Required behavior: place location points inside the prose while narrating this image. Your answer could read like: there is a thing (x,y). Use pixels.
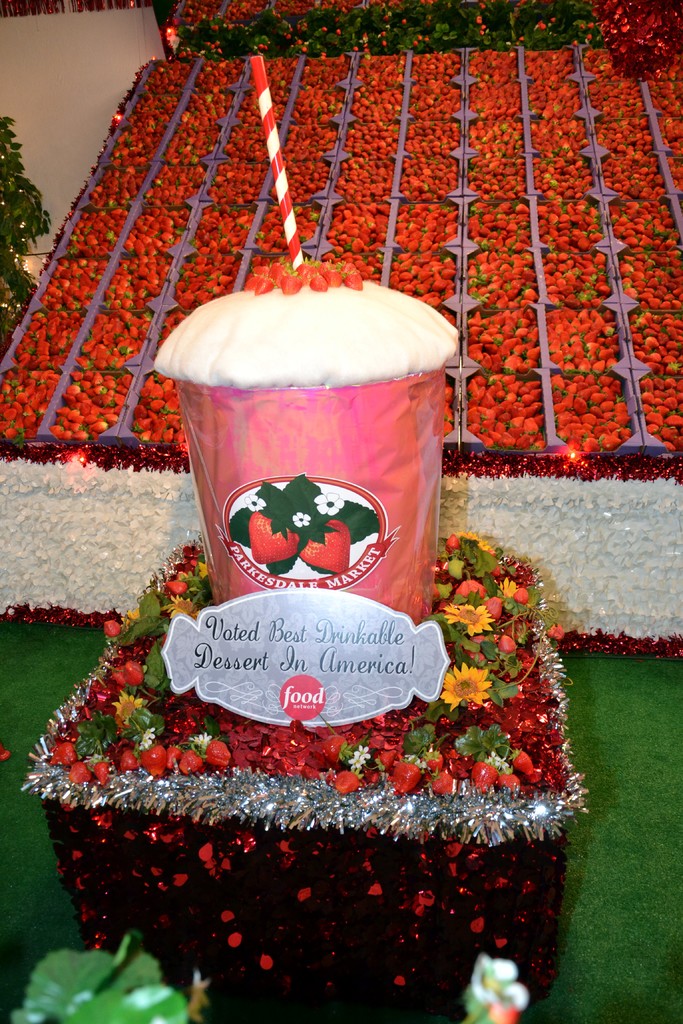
This image consists of a dessert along with flowers (496,973). In the background (358,218), there are fruits (350,220). On the left (7,242), there is a plant (13,192). At the bottom (327,1021), we can see a green mat (586,850) on the floor (586,850).
